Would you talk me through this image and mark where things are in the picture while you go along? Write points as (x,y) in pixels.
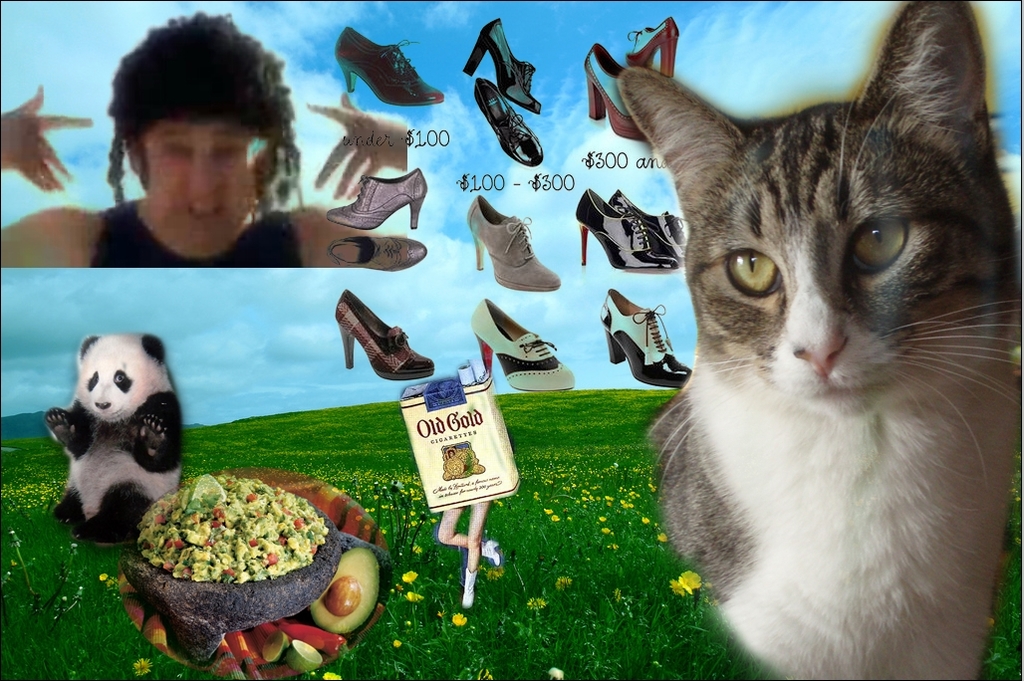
This is a poster and in this poster we can see a cat (884,522), panda (134,465), cigarette box (430,430), person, food items (262,569), shoes (347,262), grass (366,456), plants (362,476) with flowers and in the background (292,391) we can see the sky (523,183) with clouds (273,46).
